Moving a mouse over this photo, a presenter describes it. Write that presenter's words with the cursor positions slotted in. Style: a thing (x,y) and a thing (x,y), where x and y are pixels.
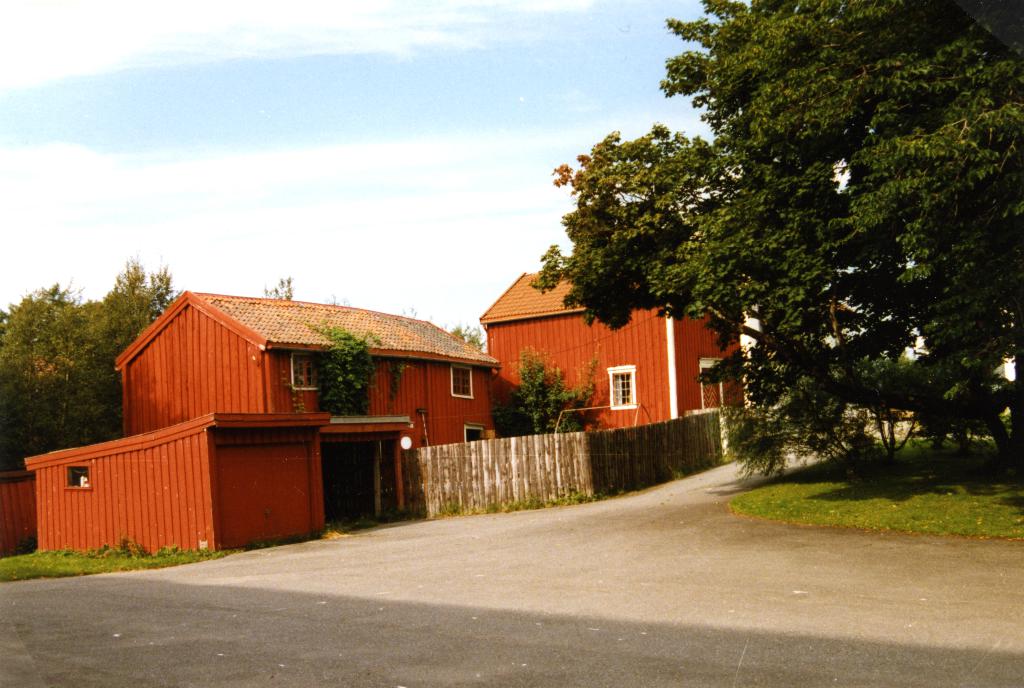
In this image we can see some houses (639,389), fence (640,440), trees (523,402) and some other objects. At the bottom of the image (568,589) there is the floor (568,589). On the right side of the image (914,457) there are some trees (941,296) and grass (893,477). In the background of the image (421,222) there are trees (11,332) and the sky (499,165).
